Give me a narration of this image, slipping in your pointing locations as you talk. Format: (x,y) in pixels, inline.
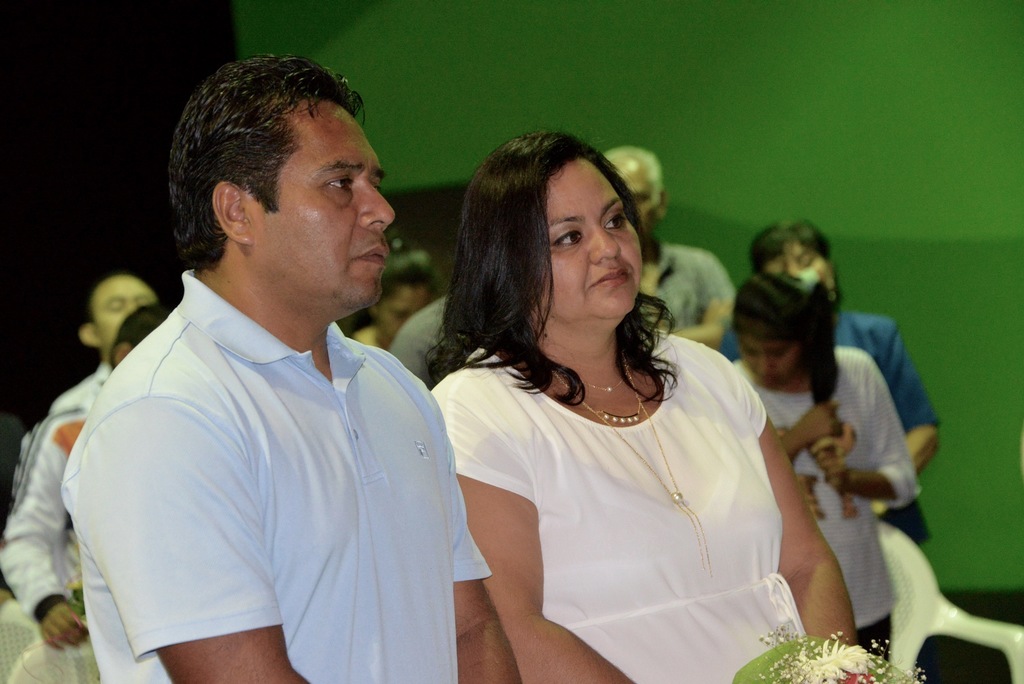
In this picture we can see a man (308,466) wearing white t-shirt (354,575) and standing in the front (287,417). Beside there is a woman (639,500), standing and wearing a white dress (643,500). Behind there are some people (387,309) standing near the chairs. In the background (616,114) there is a green wall (581,128).
